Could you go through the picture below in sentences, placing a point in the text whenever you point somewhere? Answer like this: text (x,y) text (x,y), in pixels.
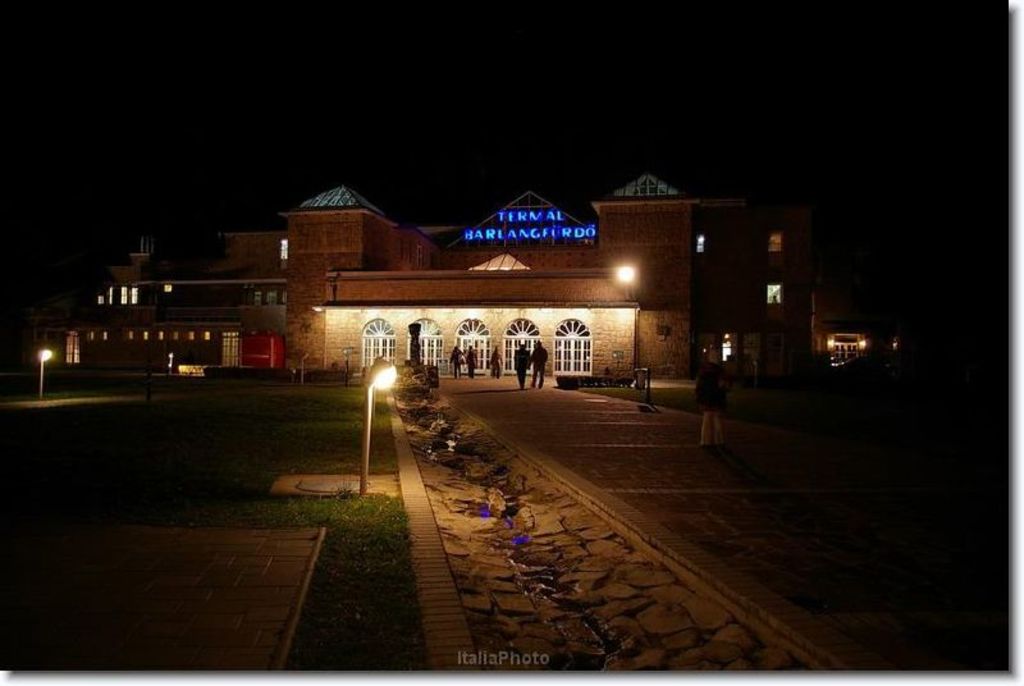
In the picture we can see a night view of the building (215,280) with lights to it and some people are walking and standing and we can see two ways (976,523) near the building (122,322) filled with grass surface (62,450) and poles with lights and in the background (341,123) we can see the sky (270,191) which is dark.
